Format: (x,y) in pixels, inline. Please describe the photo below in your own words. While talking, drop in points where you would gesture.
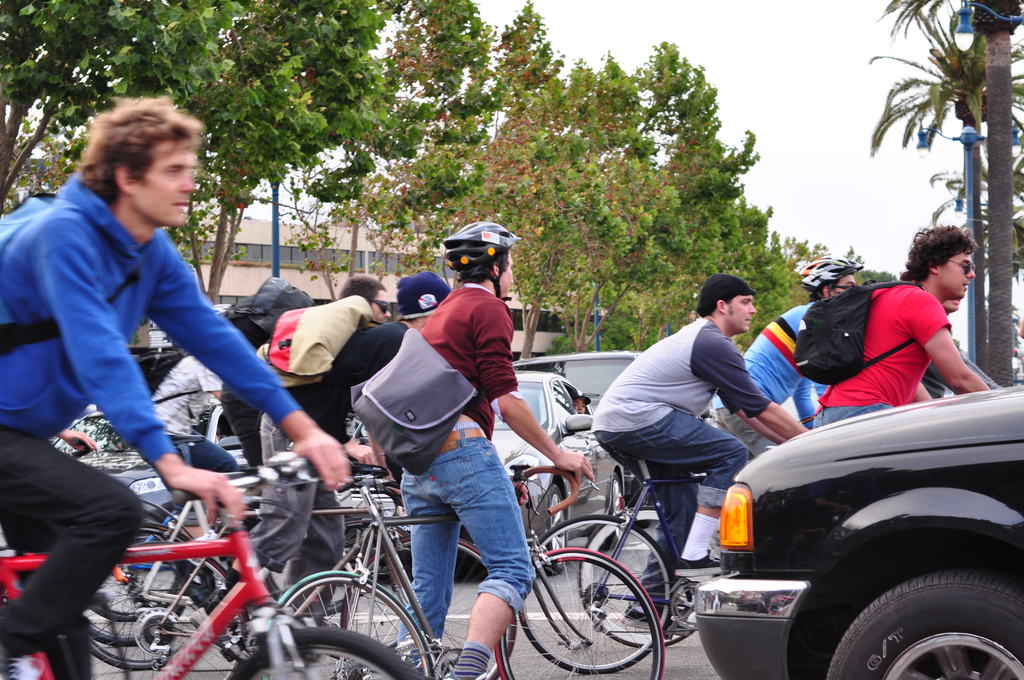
This image is clicked outside. There are trees (576,204) on the top (824,99), There is a light (965,38) in the top right corner (967,20). There are so many cars (942,441) and cycles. Some people (685,463) are riding on the cycles (391,551). Some of them are wearing helmets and bags (327,329).
